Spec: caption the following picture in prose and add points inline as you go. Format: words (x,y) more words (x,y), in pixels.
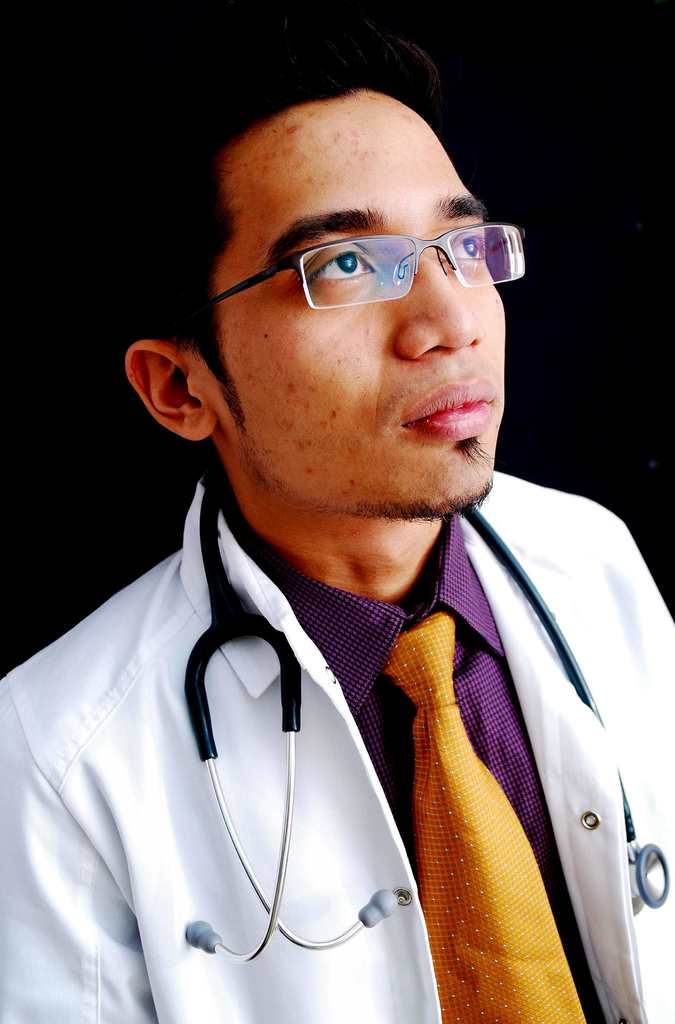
In this picture there is a man (177,345) who is wearing shirt (397,716), tie (416,669), apron (225,715), stethoscope (245,629) and spectacle (495,225). In the back (100,111) I can see the darkness.
